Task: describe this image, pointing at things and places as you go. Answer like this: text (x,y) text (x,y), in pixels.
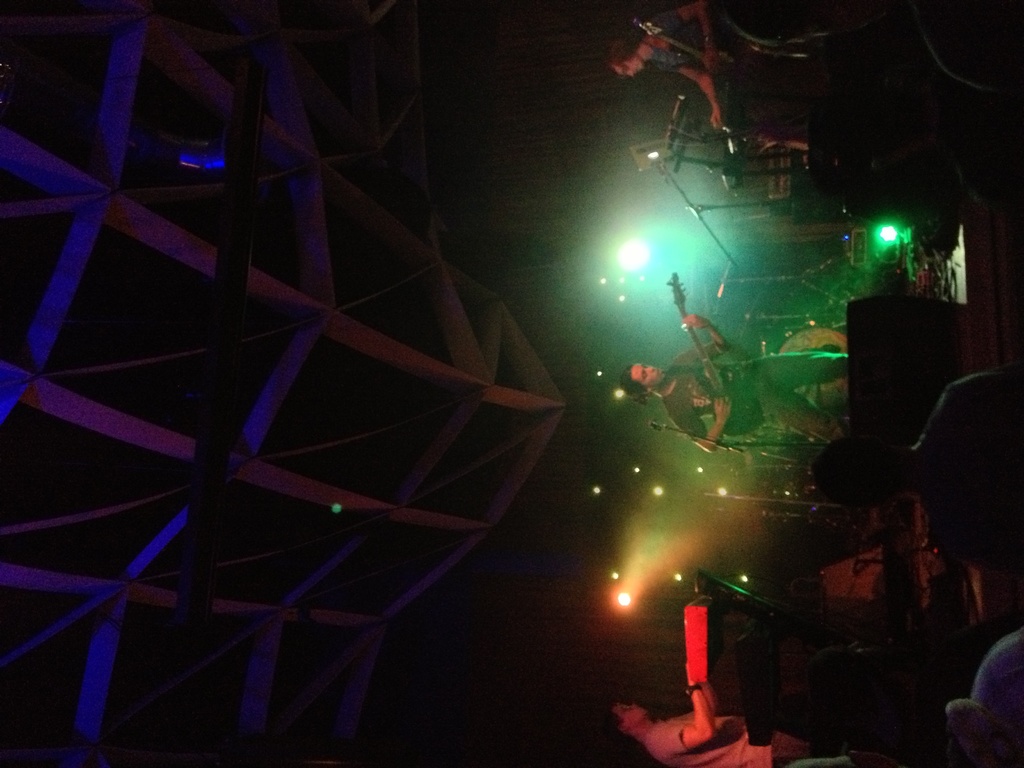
This is the picture of a place where we have some people (709,96) playing some musical instruments (764,695) and also we can see some lights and some other things (112,645) around.
